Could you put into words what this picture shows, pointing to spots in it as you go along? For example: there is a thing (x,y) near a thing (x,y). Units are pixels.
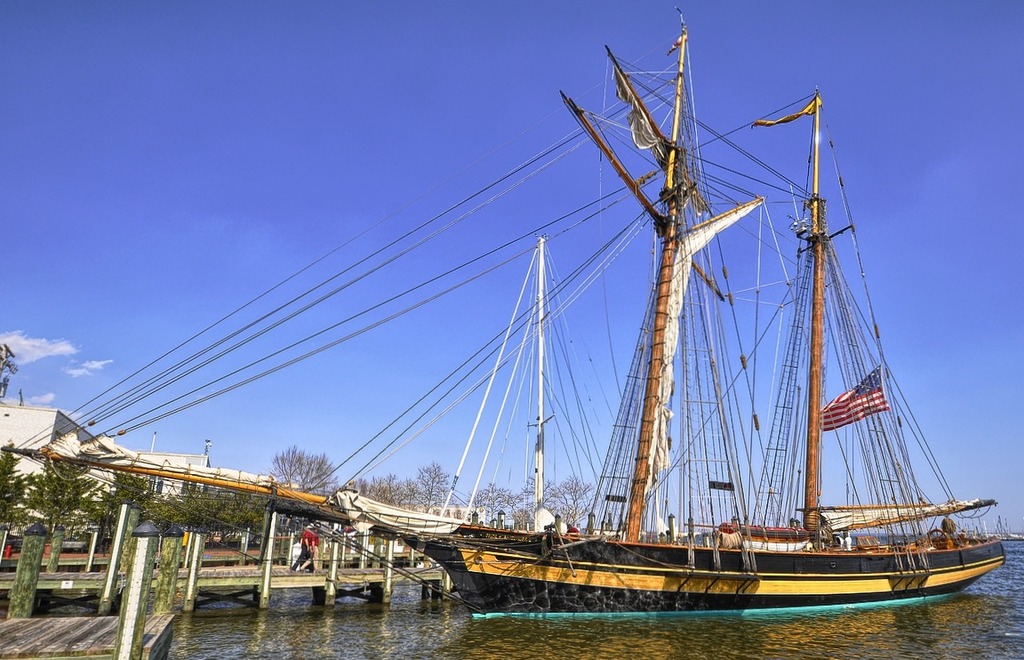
In this image I can see the water (445,644), the wooden bridge (7,643), few poles (141,571), a boat (562,552) which is black and yellow in color on the surface (433,631) of the water (423,644). I can see few persons (301,563) are standing on the wooden bridge (282,574) and a flag (877,375) on the boat (571,570), few wires (625,398), few trees (186,496) and few buildings (29,410). In the background (41,404) I can see the sky (303,181).
